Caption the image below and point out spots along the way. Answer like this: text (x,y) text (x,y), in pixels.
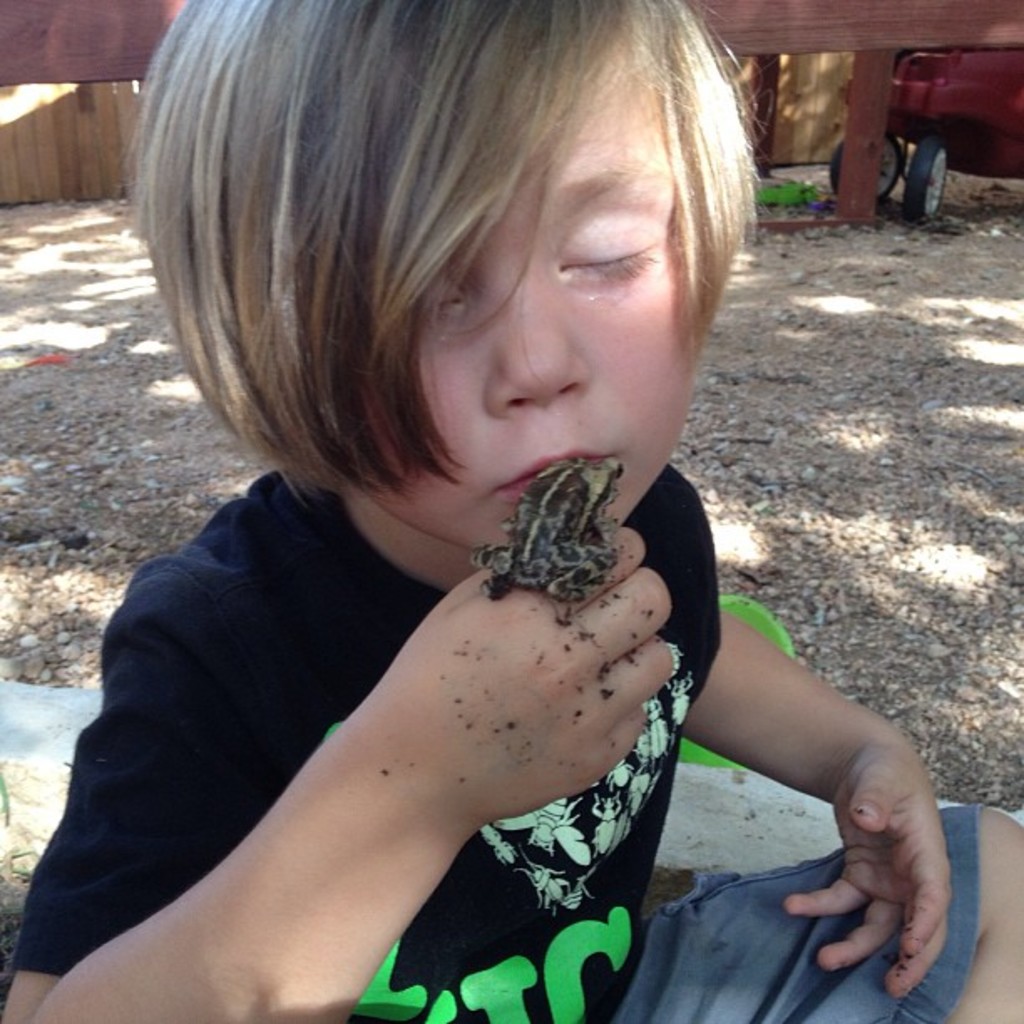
In this picture we can see a boy (426,985) sitting on the ground (85,440) with a frog (513,548) on his hand (443,631) and in the background (925,79) we can see a vehicle (963,129) and the wall (9,169).
